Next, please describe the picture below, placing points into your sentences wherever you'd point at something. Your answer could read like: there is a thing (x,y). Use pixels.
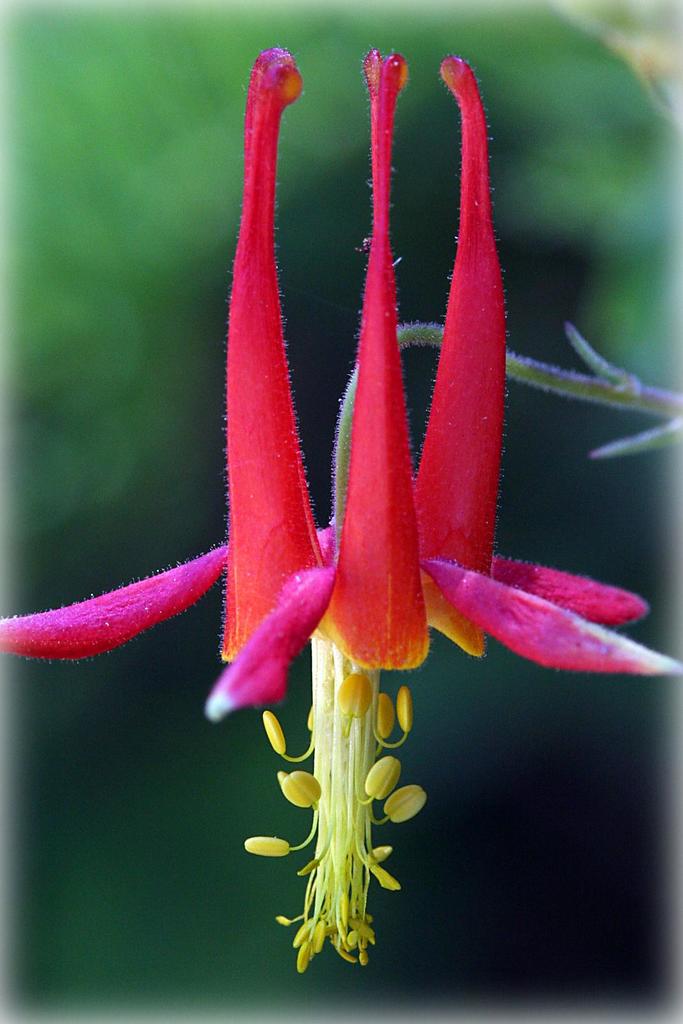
In this image in the front (322,543) there is a flower (264,585) and the background (640,145) is blurry and there are pollen grains (382,715).
